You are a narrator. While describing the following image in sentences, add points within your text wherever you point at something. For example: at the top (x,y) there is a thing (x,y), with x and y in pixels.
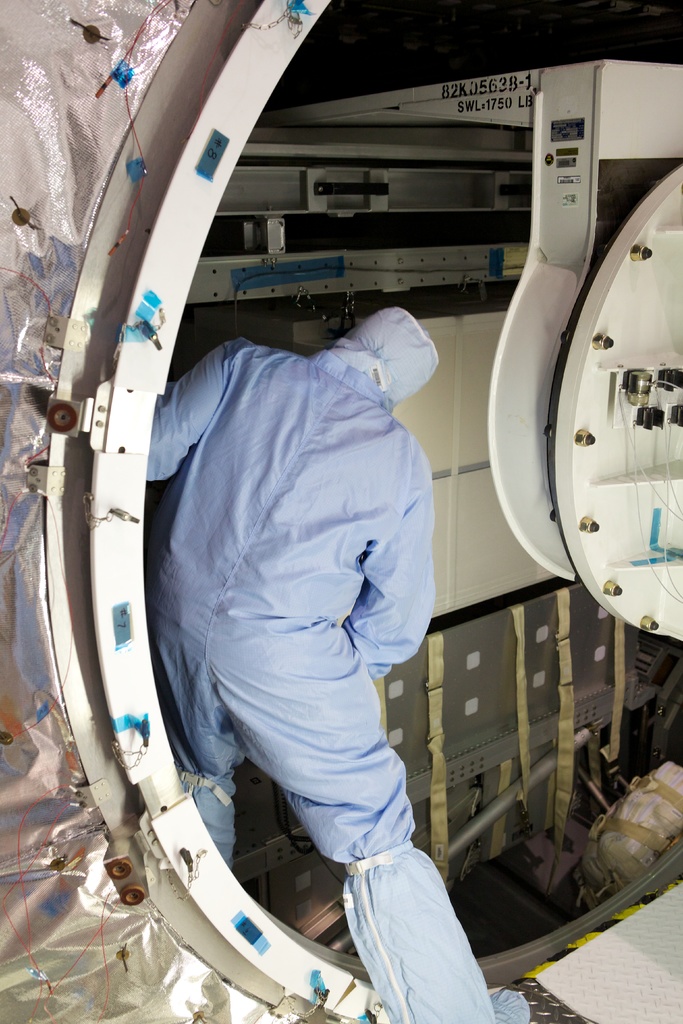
In this picture I can see a human (322,692) and looks like a machine (674,314) in the container (466,383).
